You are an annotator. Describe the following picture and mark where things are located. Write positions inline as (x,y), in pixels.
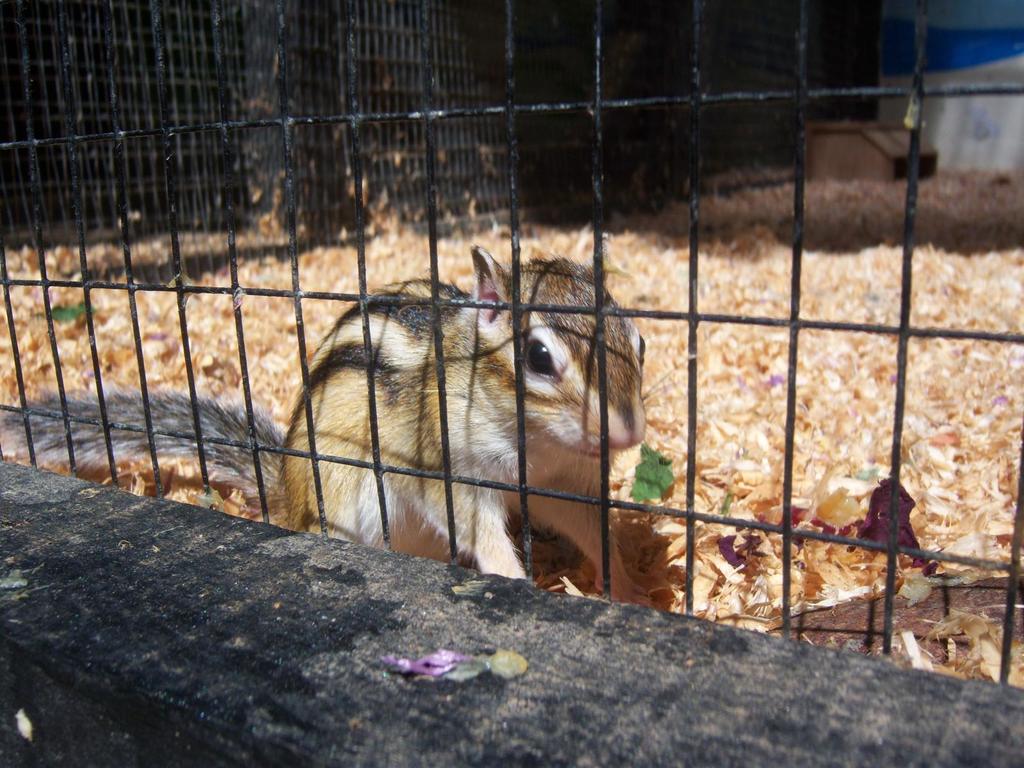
In this picture there is a squirrel (469,349) in the center of the image (616,319), inside a cage (31,408) and there is a wooden log (484,638) at the bottom side of the image (662,683).
